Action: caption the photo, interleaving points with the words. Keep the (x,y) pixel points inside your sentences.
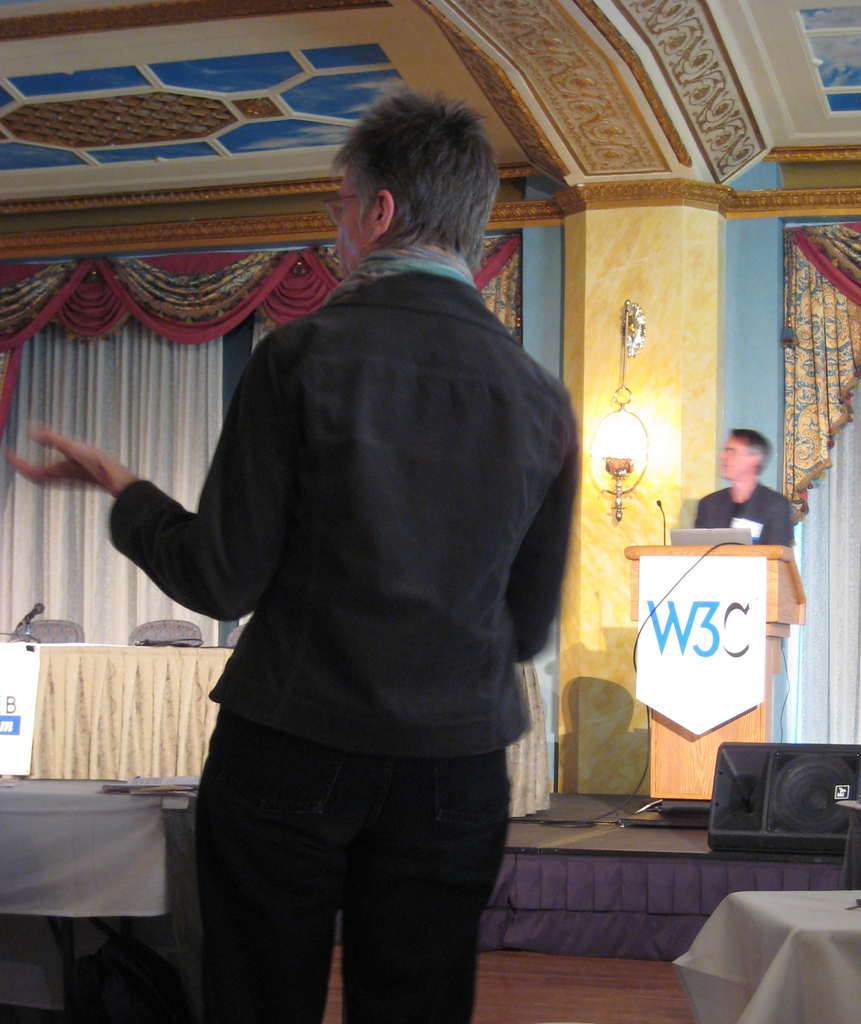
In this picture we can see a person (435,301) is standing on the floor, and right to opposite a person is standing on the stage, and there is the microphone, and at back (619,454) there is the light (605,456), and at the top (200,79) there is the roof (168,115).
